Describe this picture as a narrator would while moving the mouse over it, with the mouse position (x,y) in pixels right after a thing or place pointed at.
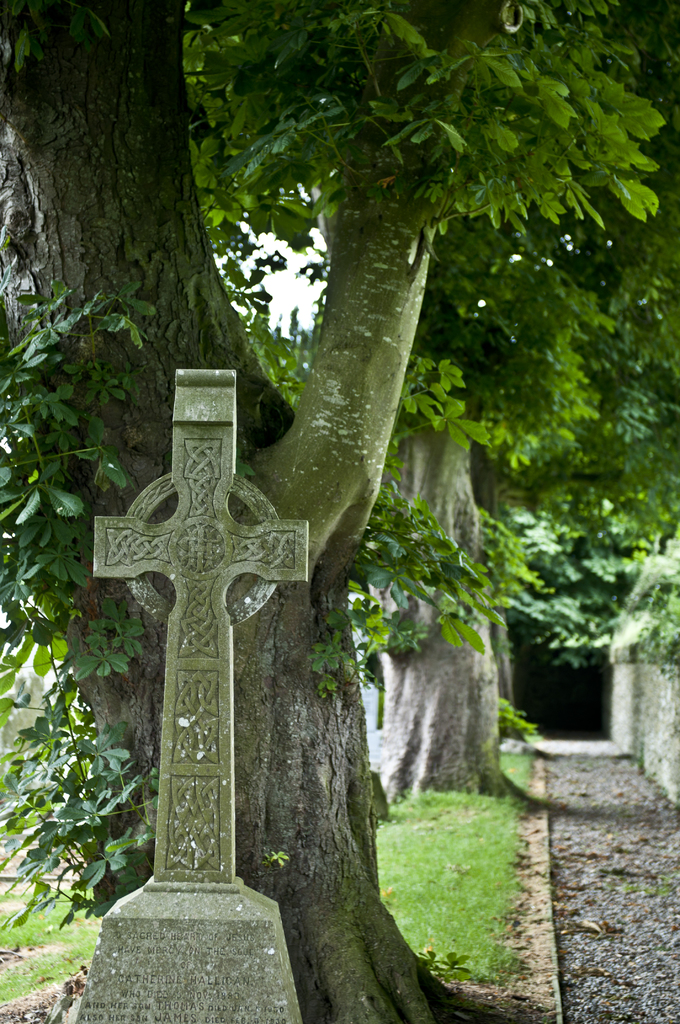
In this image there is a Jesus cross memorial statue (203,682) is in the bottom of this image (161,820) and there are some trees (446,303) in the background (326,712).
